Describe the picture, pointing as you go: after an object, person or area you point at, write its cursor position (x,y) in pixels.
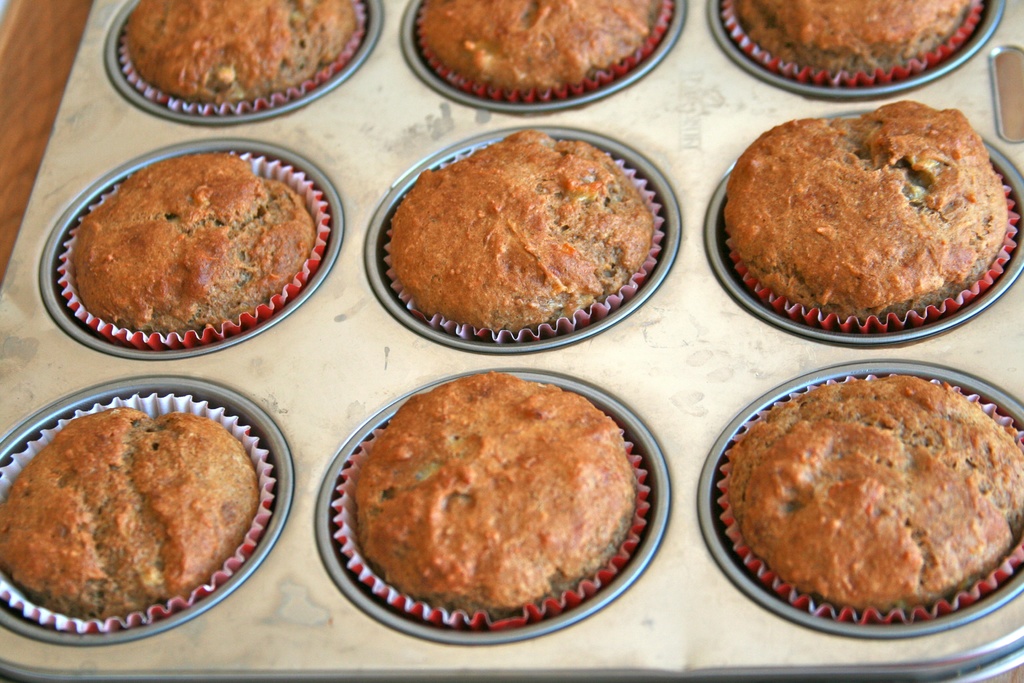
In this picture, we can see some food items (269,261) in a tray (318,514), and we can see some object (0,7) on the top left side of the picture (31,96).
